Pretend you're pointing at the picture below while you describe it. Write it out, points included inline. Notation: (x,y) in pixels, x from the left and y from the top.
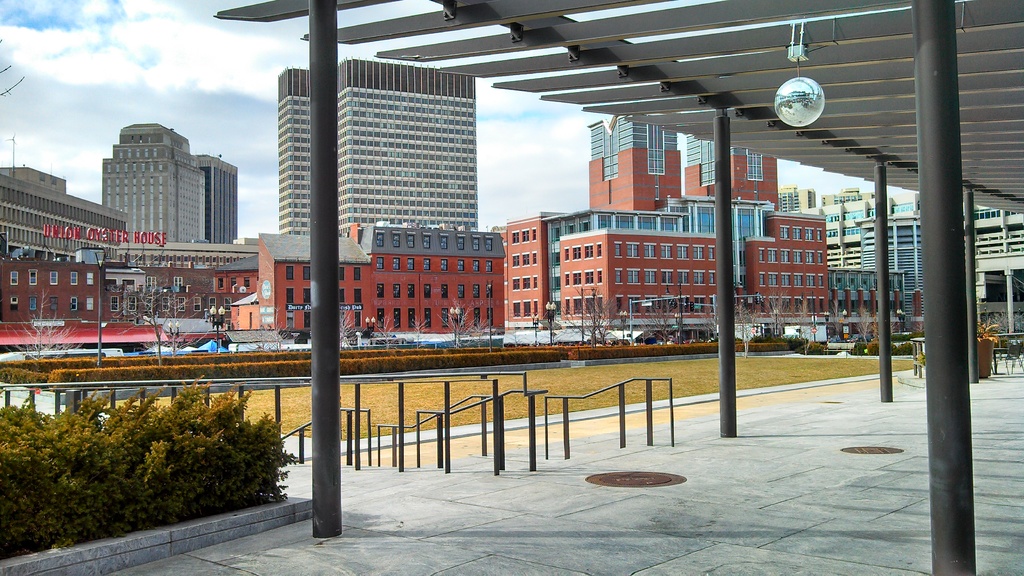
In this picture we can see the buildings (394,195), windows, naming board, poles (328,285), lights (457,315), boards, trees (592,328), grass (597,364), bushes (302,351). At the bottom of the image (858,545) we can see the floor (531,486), rods (532,439). On the right side of the image (982,63) we can see the roof (873,94), rods (927,76), mirror (814,103), table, chairs (1013,361). At the top of the image (228,25) we can see the clouds (259,80) are present in the sky (267,208).
